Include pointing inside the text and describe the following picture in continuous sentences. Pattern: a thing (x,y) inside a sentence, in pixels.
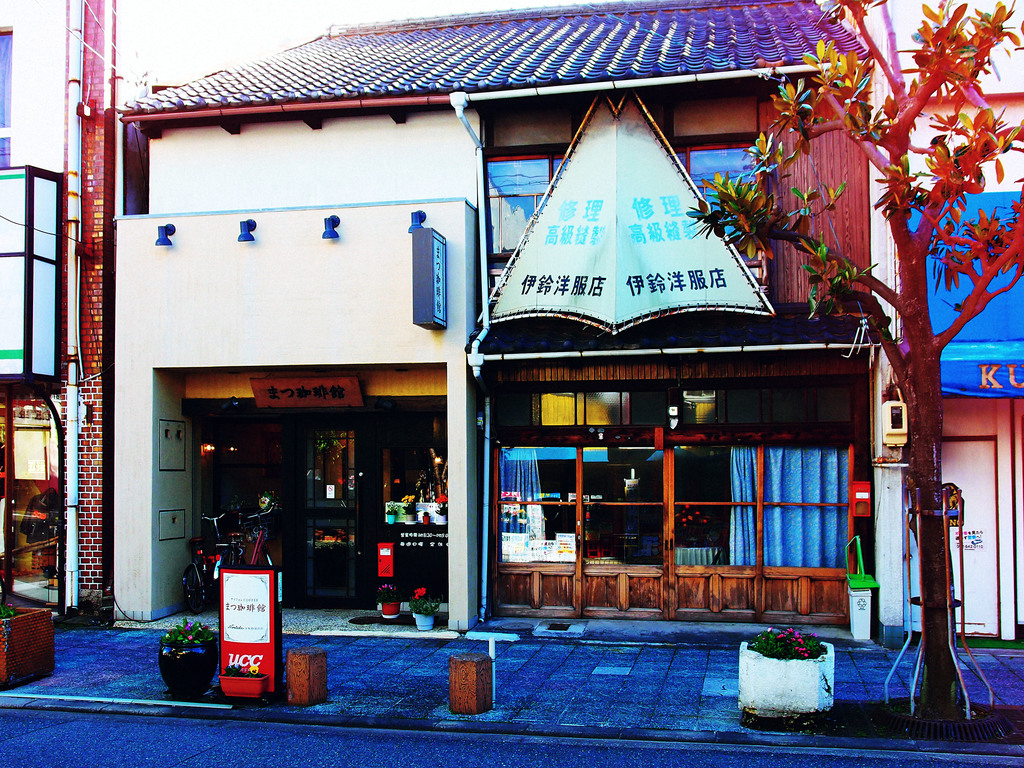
At the bottom of the image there are some plants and trees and poles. In the middle of the image (539,448) there are some buildings (255,464), in the building (322,576) there are some bicycles (215,535).
